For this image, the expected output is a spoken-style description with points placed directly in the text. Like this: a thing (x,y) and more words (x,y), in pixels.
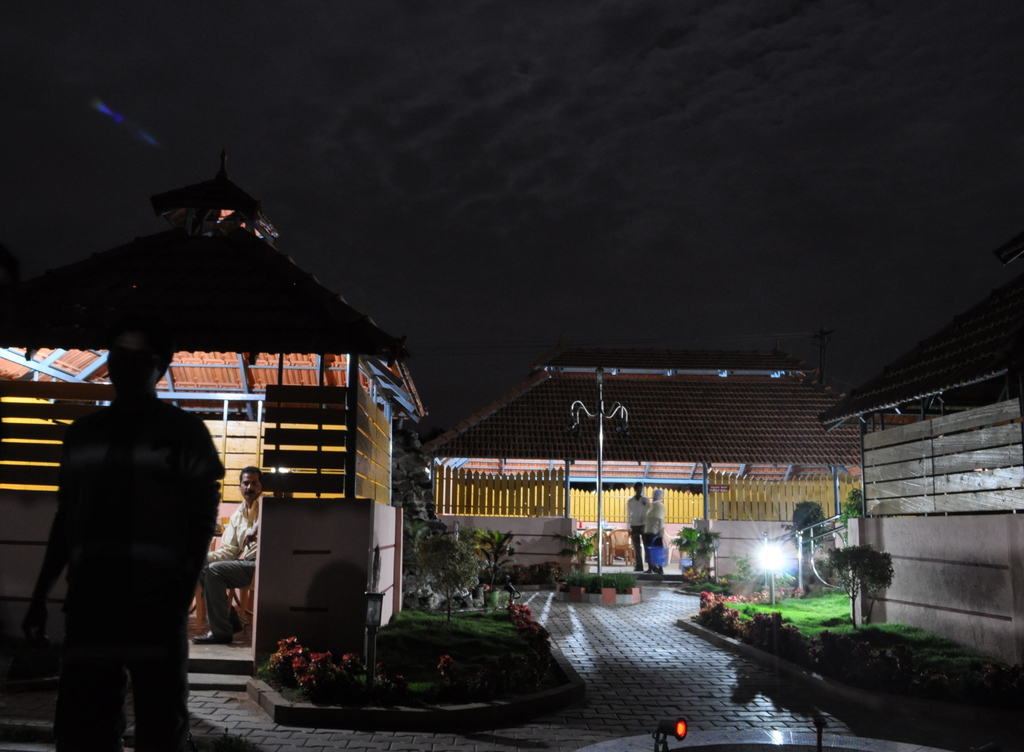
In this image I can see the ground (682,660), some grass (520,650) and few plants (331,682) on the ground (742,662) and few houses (958,541). I can see few persons (204,545) standing, a person (251,583) sitting, few flowers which are red in color and few lights (773,566). In the background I can see the sky (509,155).
